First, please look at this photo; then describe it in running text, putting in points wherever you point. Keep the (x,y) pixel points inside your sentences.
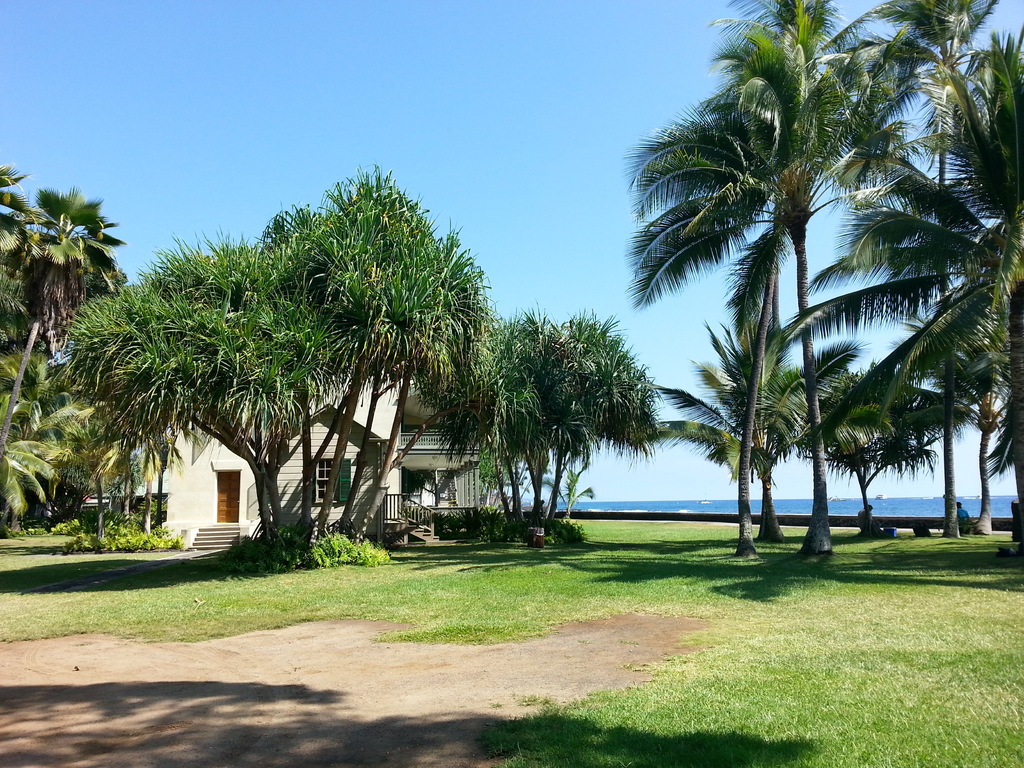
In this image we can see trees (5,314). On the ground (515,568) there is grass (749,662). Also there is a building (292,476) with windows (340,479), railings (388,507), steps (237,534) and door (220,493). In the background (615,503) there is water (672,506) and sky (415,137).
